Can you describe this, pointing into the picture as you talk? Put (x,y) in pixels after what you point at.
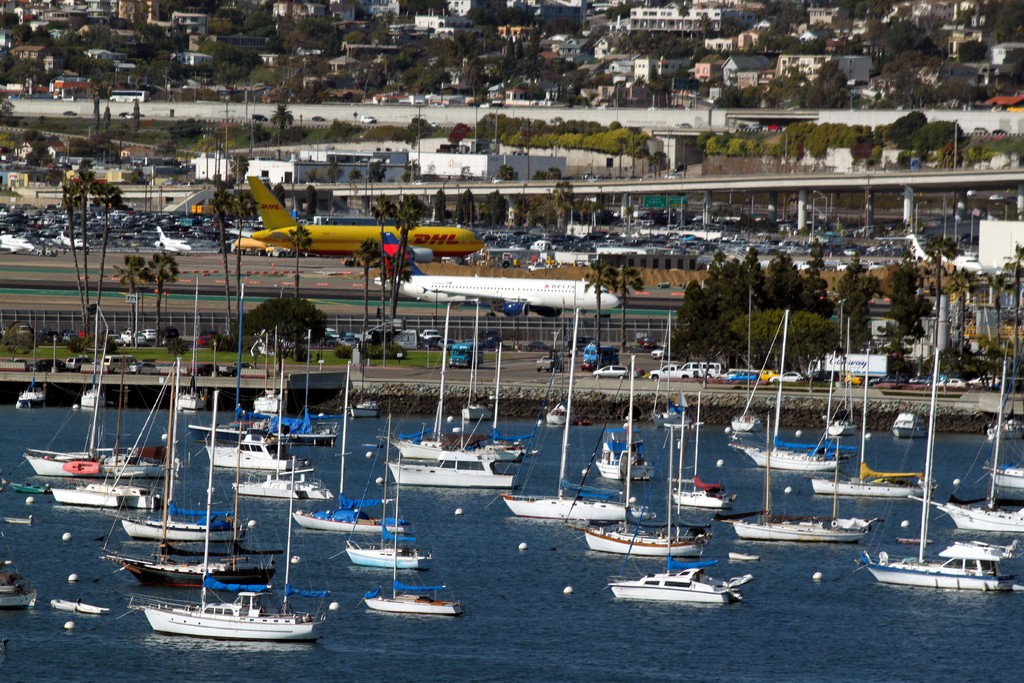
In this picture there are ships (281,473) on the water (394,422) at the bottom side of the image (637,472) and there are vehicles (686,365), trees (692,309), poles (275,338), aircraft (324,254), and buildings (275,169) in the background area of the image (609,79).
